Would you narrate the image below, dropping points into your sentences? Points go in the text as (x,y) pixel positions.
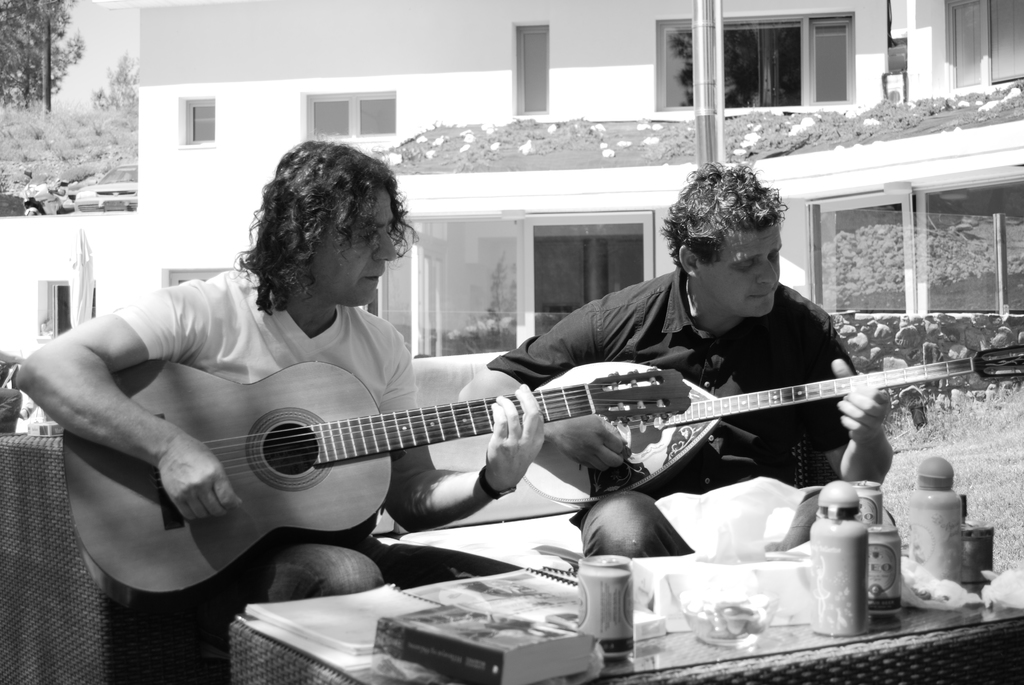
This picture is taken outside. There are two men (461,486) sitting on sofas (497,509), besides a table (744,658). A man (436,501) towards the left (212,340), he is wearing a white t shirt (234,334) and playing a guitar (340,434). Besides him there is another person (675,234), he is wearing a black shirt (618,317) and playing another guitar (601,481). On the table (605,678) there are books (485,655), bottles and some jars (972,562). In the background (544,55) there is a building (581,172). Towards the top left (22,60) there are group of trees (41,102) and a car (83,199).
